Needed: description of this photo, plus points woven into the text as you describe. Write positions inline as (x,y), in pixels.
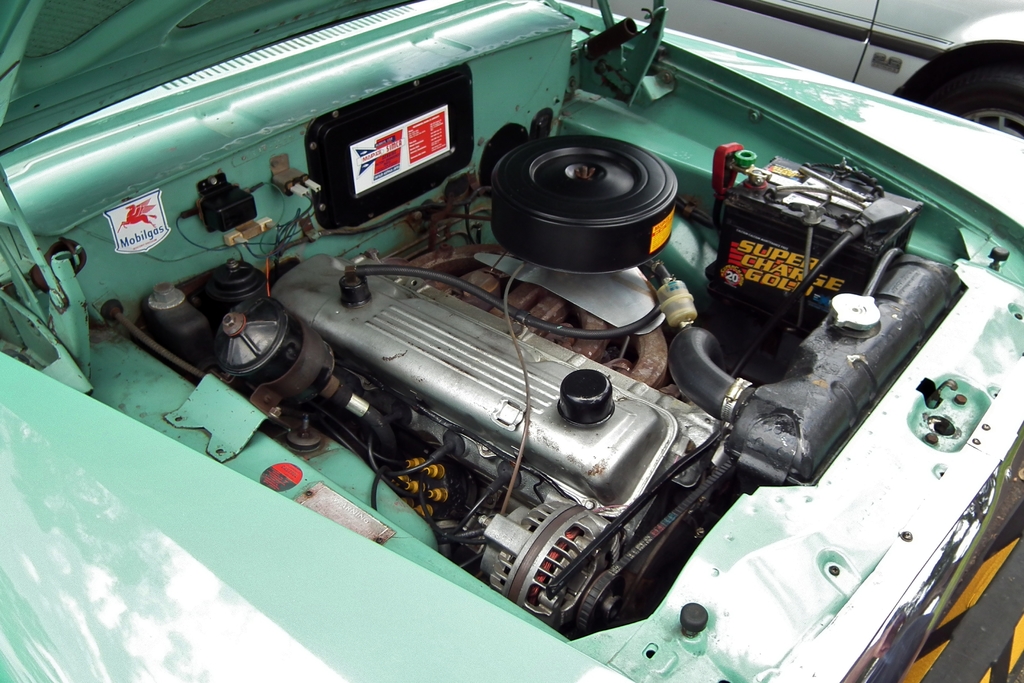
In this image I can see two cars (672,285) and its interior parts (672,369). This image is taken may be in a garage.
